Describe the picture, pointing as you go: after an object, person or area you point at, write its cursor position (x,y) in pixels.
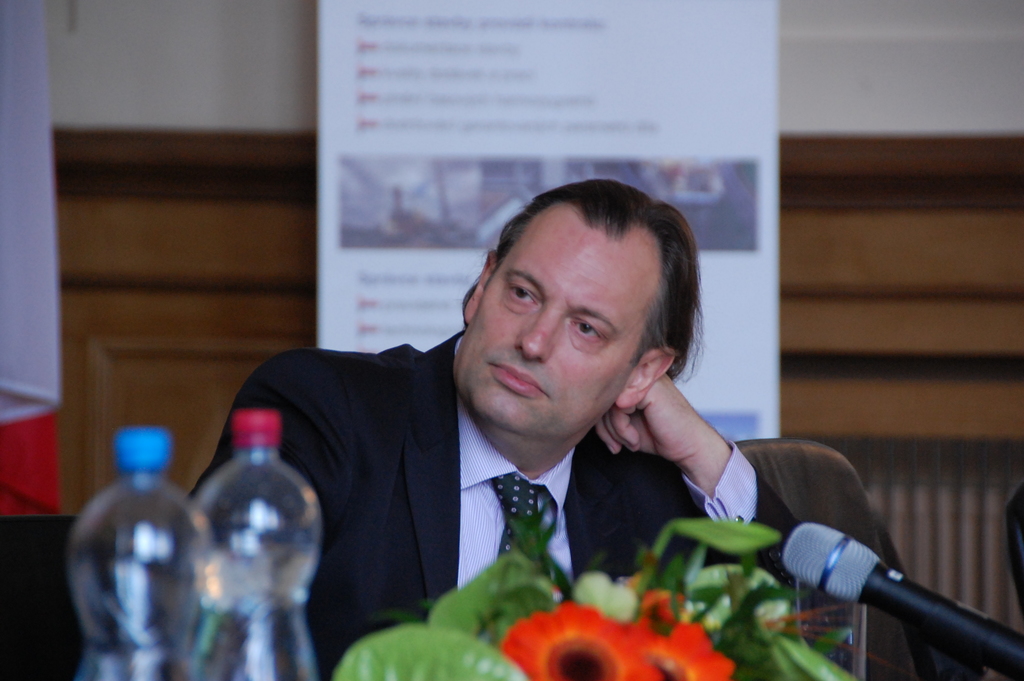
This is the person (711,433) in the picture wearing black suit (417,445) sitting on the chair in front of a table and on the table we have two bottles (146,460), plant (466,621) and a mike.
